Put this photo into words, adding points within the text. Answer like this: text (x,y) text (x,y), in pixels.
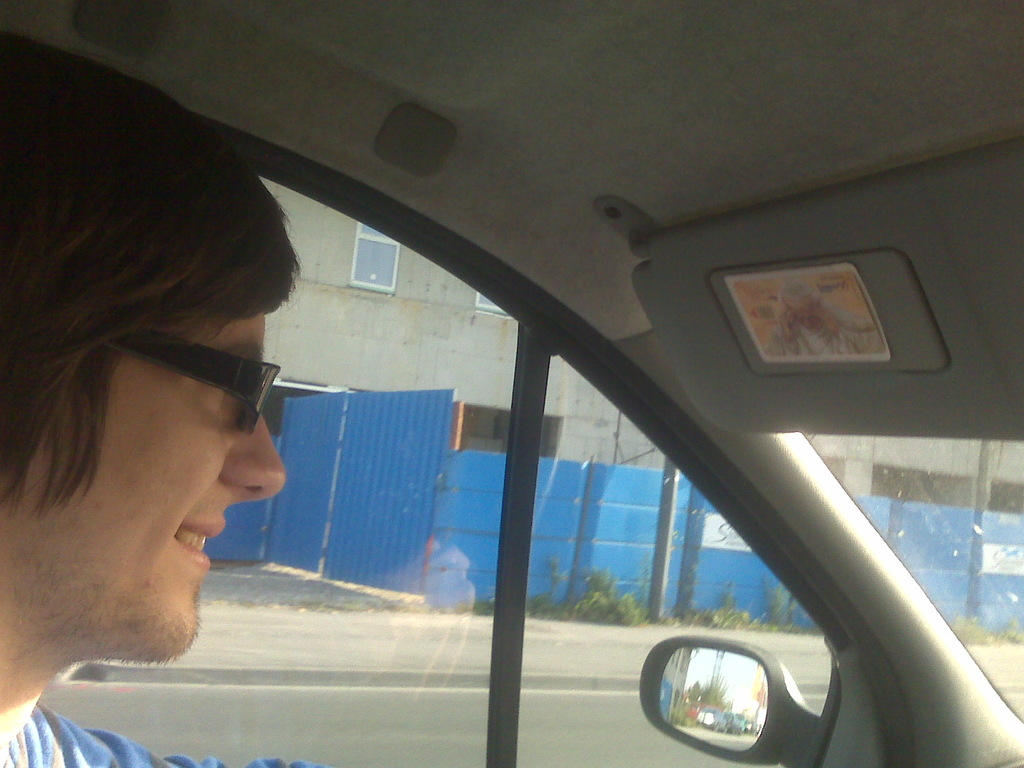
In this image I can see a person (98,555) wearing blue colored dress (81,726) is sitting inside a vehicle (752,697) and wearing black colored spectacles (232,369). Through the window (443,579) of the vehicle (409,568) I can see a building (374,345), few windows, few plants (645,608) and the blue colored wall (571,577). In the side mirror (696,687) of the vehicle (548,289) I can see the reflection (695,700) of few buildings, few trees (712,693), few vehicles (723,723) and the sky (735,688).
